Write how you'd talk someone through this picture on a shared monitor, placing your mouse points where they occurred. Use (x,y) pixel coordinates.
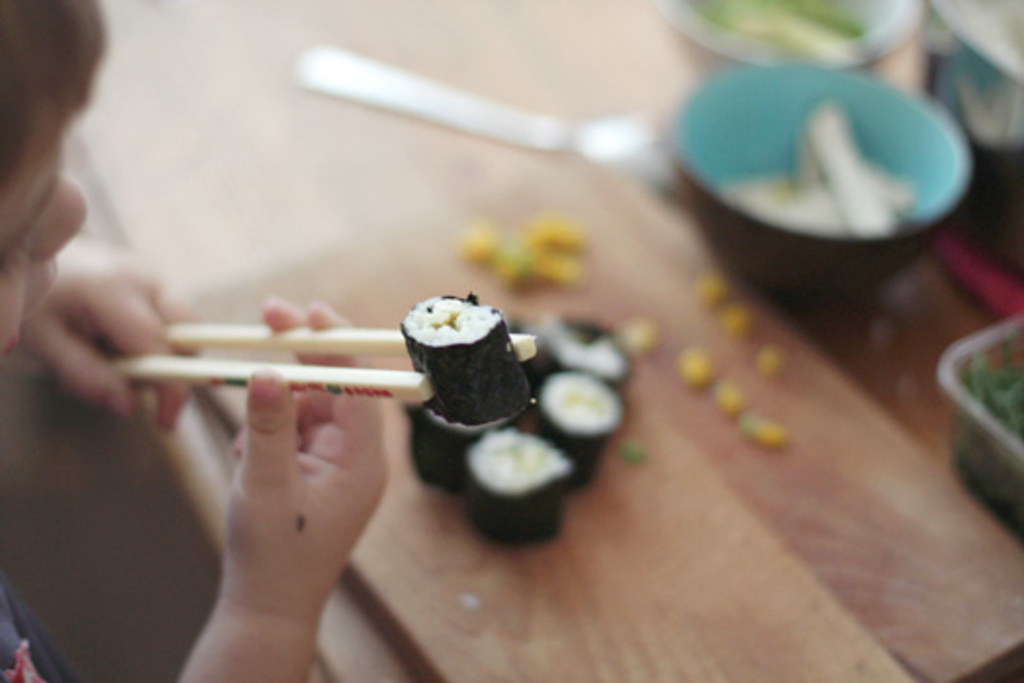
This is the boy (287,395) holding chopsticks (330,366). This is a sushi (462,369) which is a Japanese food (546,421). At background (543,131) I can see a bowl (760,173) and a spoon (528,137) on the table (745,516).
